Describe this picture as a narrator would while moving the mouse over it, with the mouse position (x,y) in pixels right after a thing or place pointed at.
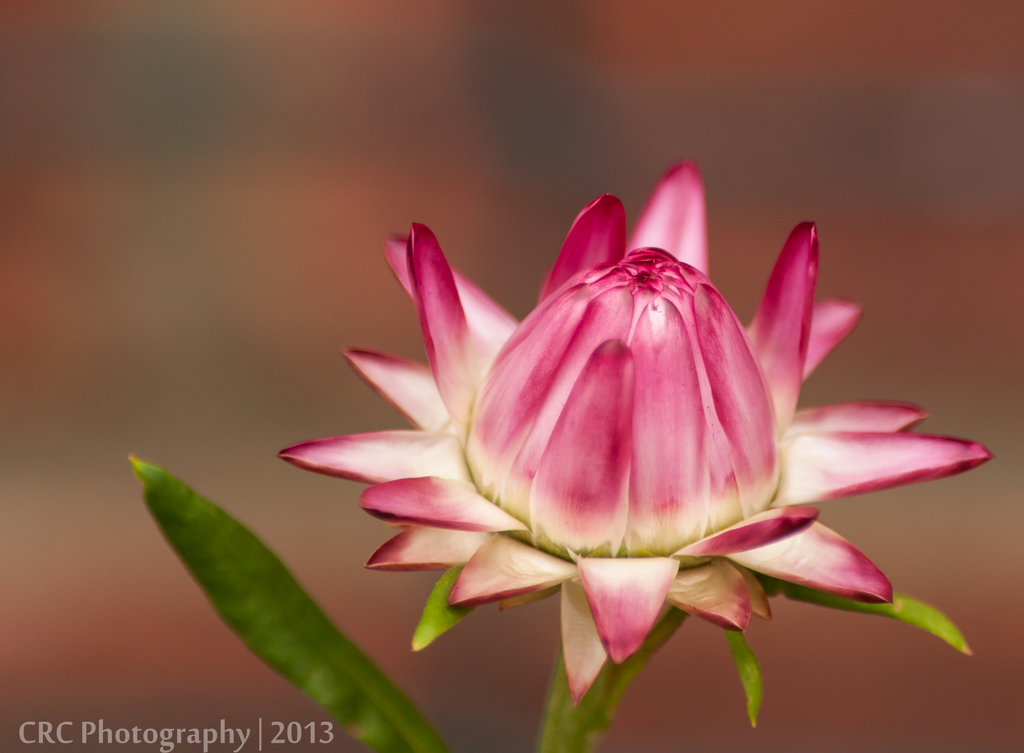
In this picture we can see a flower (610,331) and blurry background (259,246), at the left bottom of the image (211,724) we can see some text (226,730).
